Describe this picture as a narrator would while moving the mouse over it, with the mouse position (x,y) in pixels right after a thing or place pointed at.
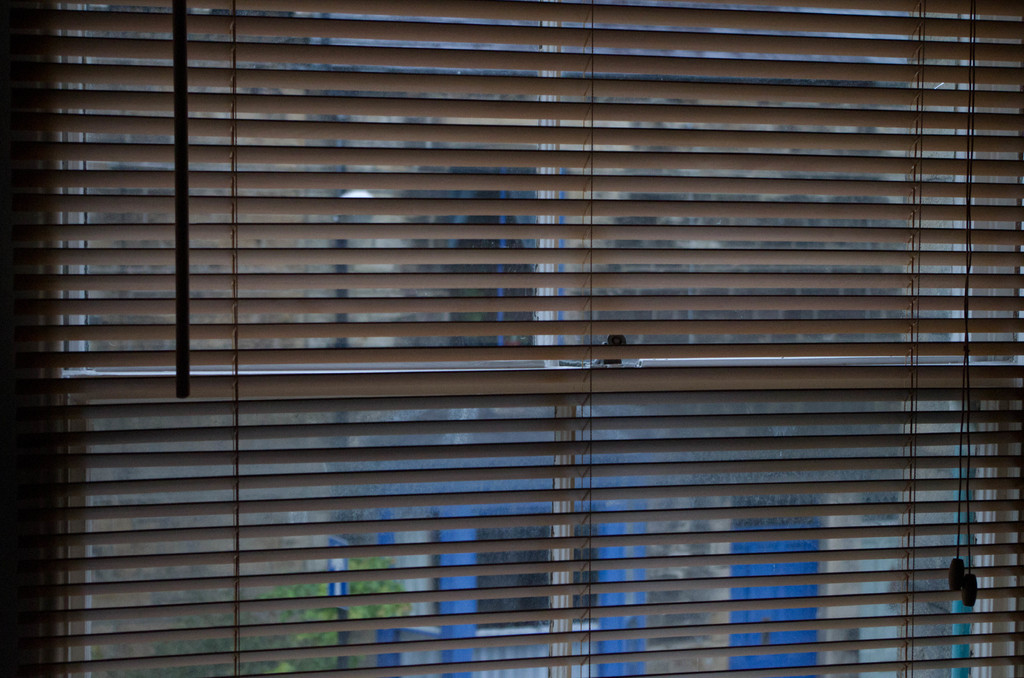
In this image I can see the window blind (518,382). Through the window (124,426) I can see the tree (256,643) and an another building (530,482).
